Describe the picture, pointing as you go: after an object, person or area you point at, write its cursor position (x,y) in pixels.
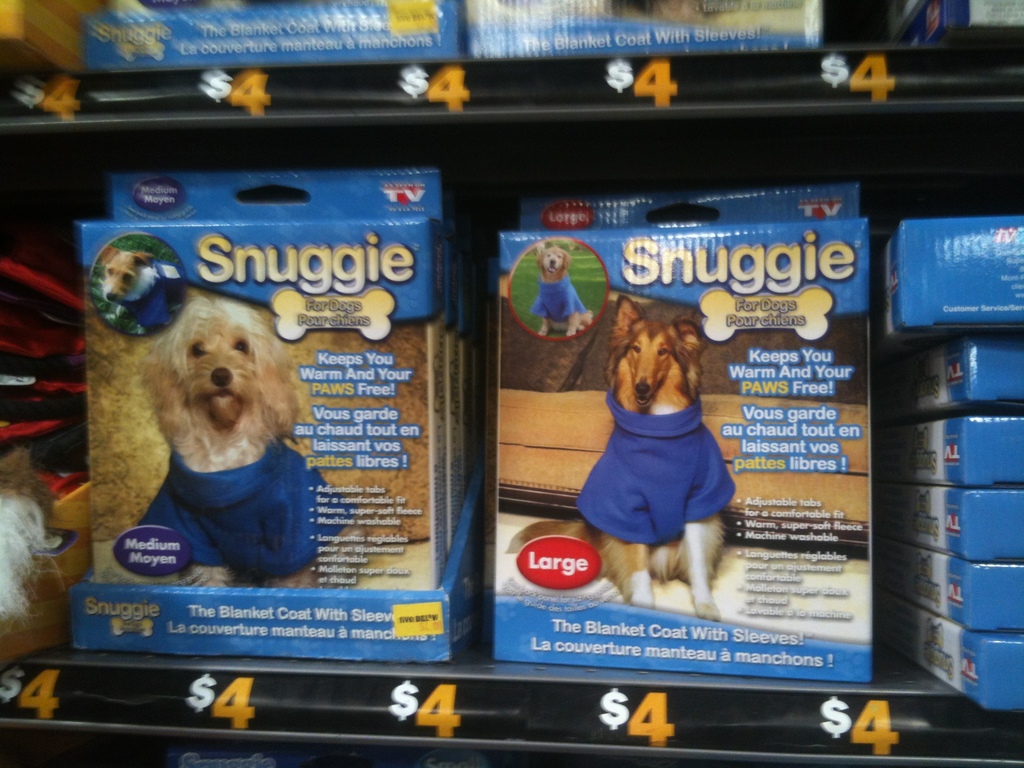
This image is taken indoors. In this image there are two shelves (362,167) with many boxes (376,197) on them. There are a few images (215,324) of dogs (201,324) and there is a text (320,355) on the boxes (596,337).
